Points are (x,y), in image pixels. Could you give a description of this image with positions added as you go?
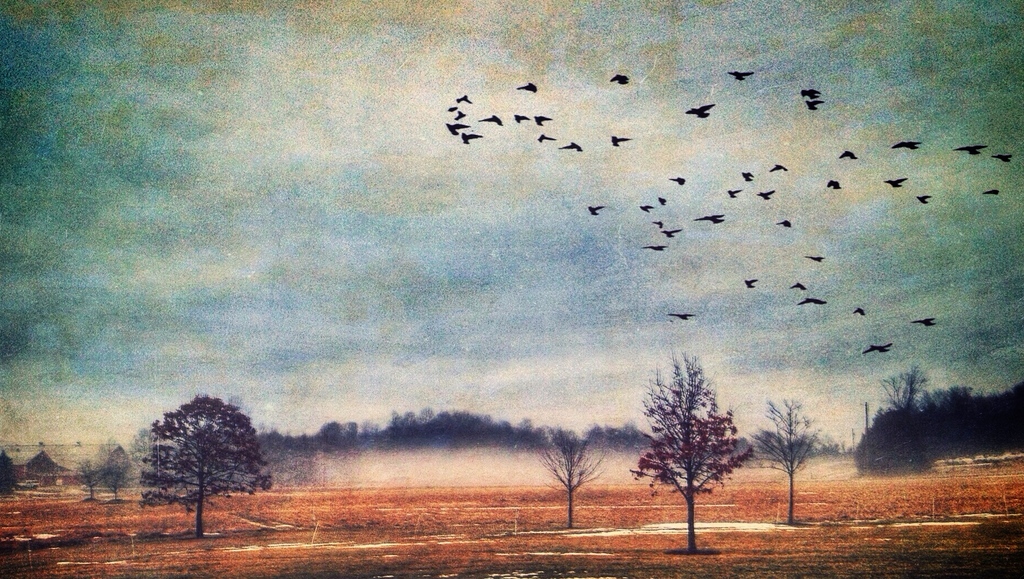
In this image we can see trees (676,395), birds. In the background of the image (429,177) there is sky (379,214) and clouds (537,230). At the bottom of the image (615,562) there is dry grass (600,558).
